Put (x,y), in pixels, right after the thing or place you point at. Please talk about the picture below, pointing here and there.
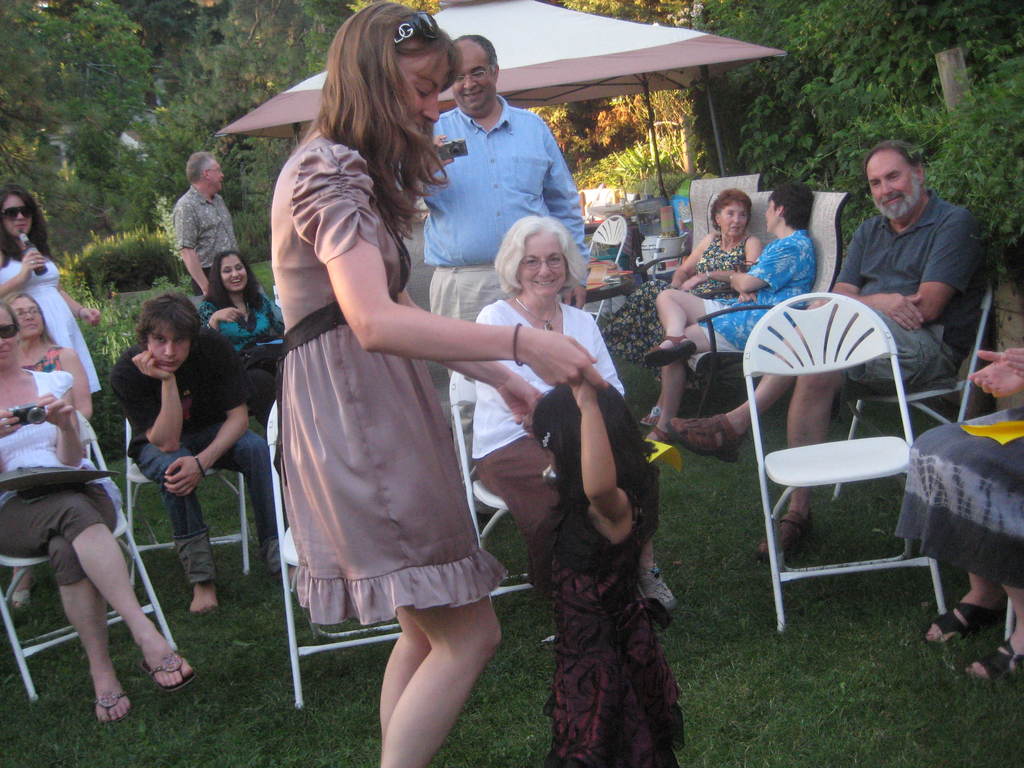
In this image I can see group of people (345,399), some are sitting and some are standing. In front (302,294) the person (315,297) is wearing brown color dress (369,381). Background (501,17) I can see the tent (496,46) in white and brown color and I can see the trees (118,143) in green color.
